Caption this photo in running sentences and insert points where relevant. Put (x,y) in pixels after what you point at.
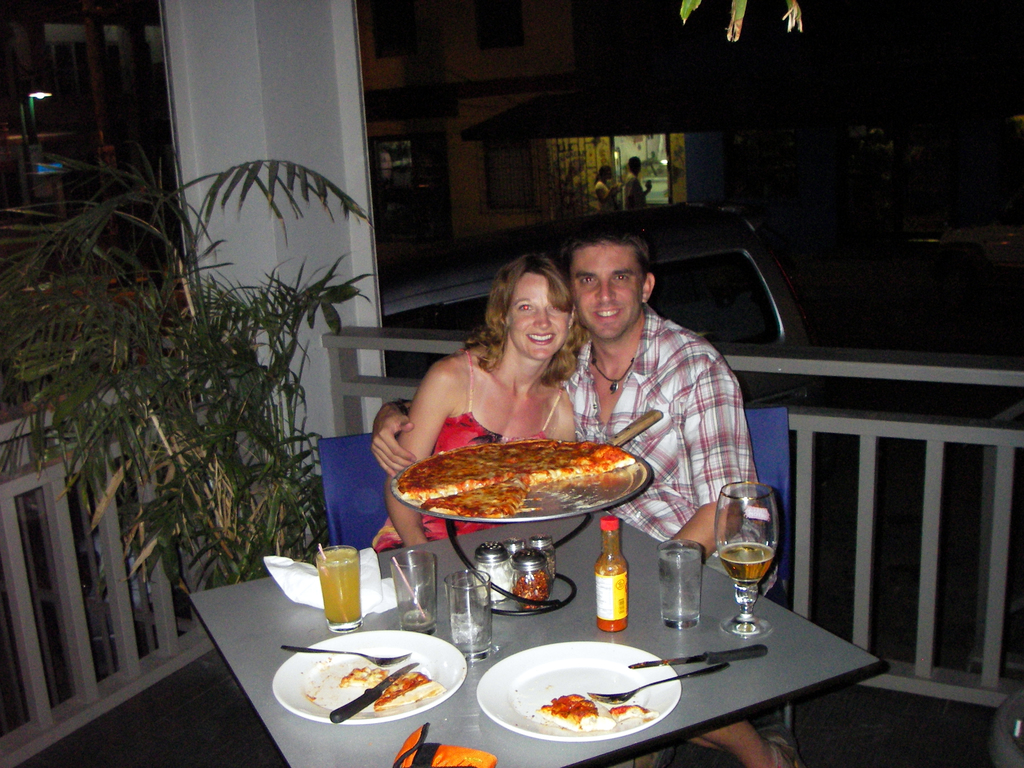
In this given picture there are two members (526,395), sitting in the chairs (383,477) in front of a table (799,626). On the table (343,657), there are some food items (504,489), plates (421,672), glasses (343,597) and some tissues (279,579) here. Behind the couple (622,304) there is a railing (980,382). We can observe some plants (186,378). In the background (447,286) there is a vehicle (609,221) and a house (563,111) here.
